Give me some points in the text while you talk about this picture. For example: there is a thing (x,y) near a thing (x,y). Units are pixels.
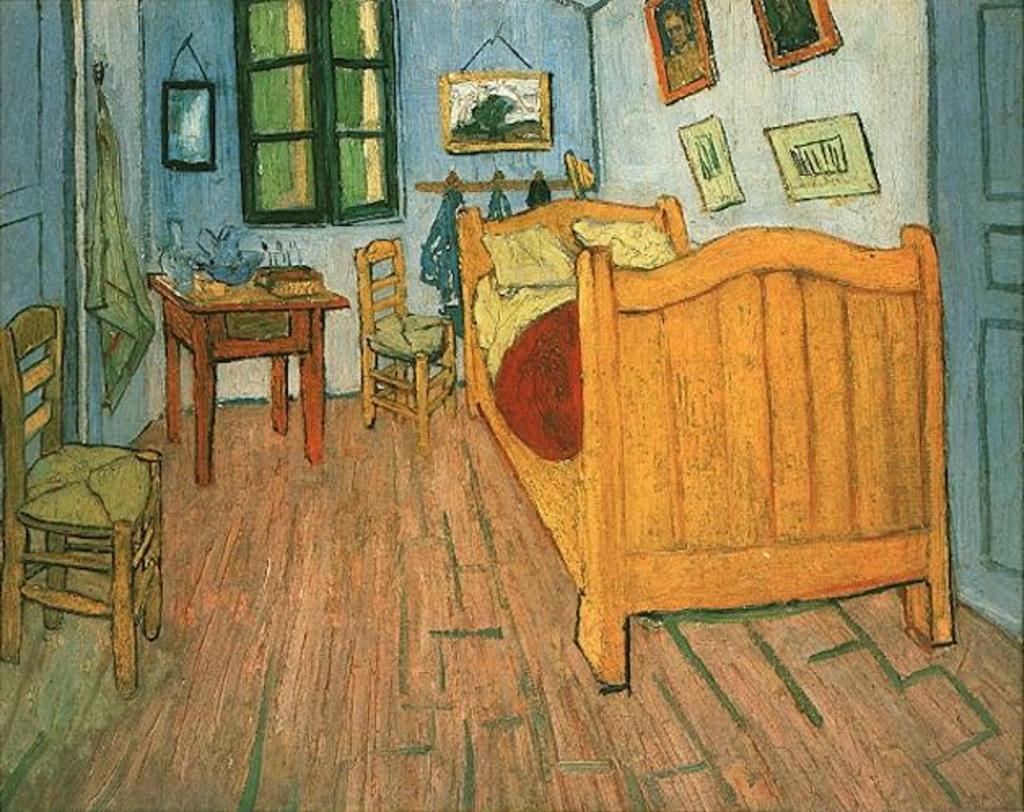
In this image I can see an art of the room (509,562) and I can see the bed (535,330), few chairs (374,331) and few objects (240,240) on the table (212,367) and I can also see few frames (447,122) attached to the wall (441,39) and the wall (437,139) is in blue color and I can also see the window (343,84).
